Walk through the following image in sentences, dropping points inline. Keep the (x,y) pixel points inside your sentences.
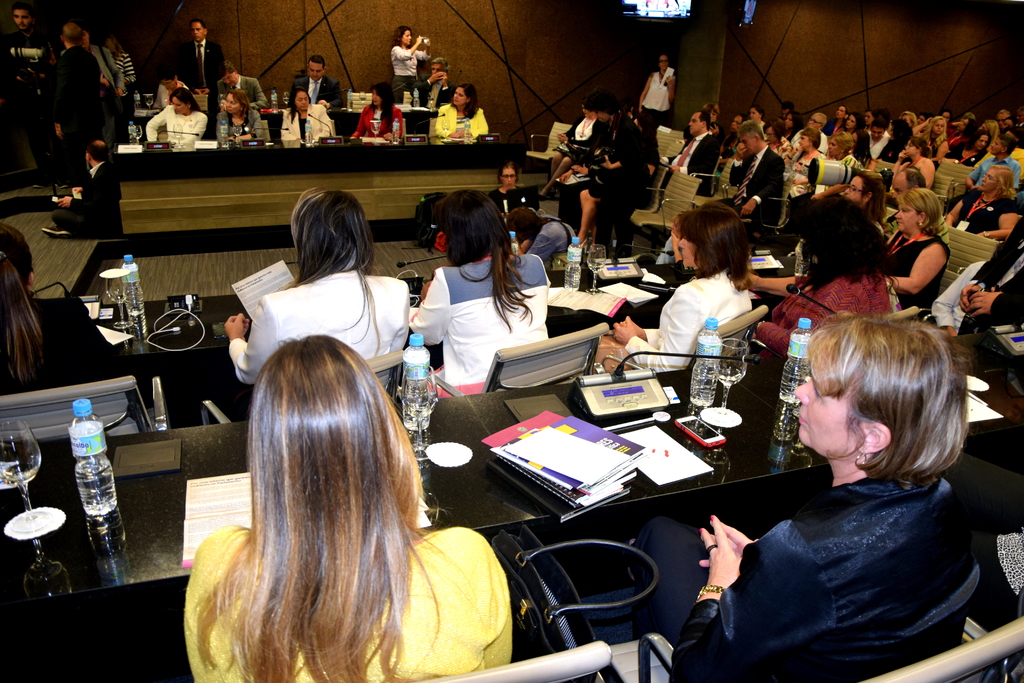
In this image we can see some group of persons (860,344) sitting in a closed auditorium (614,168) and there are some water bottles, glasses (17,452), books (514,472) on table (736,443) and in the background of the image (453,132) there are some persons (187,91) also sitting on the chairs (360,106) there are some persons (215,74) standing, there is television (635,11) and wall (536,113).
